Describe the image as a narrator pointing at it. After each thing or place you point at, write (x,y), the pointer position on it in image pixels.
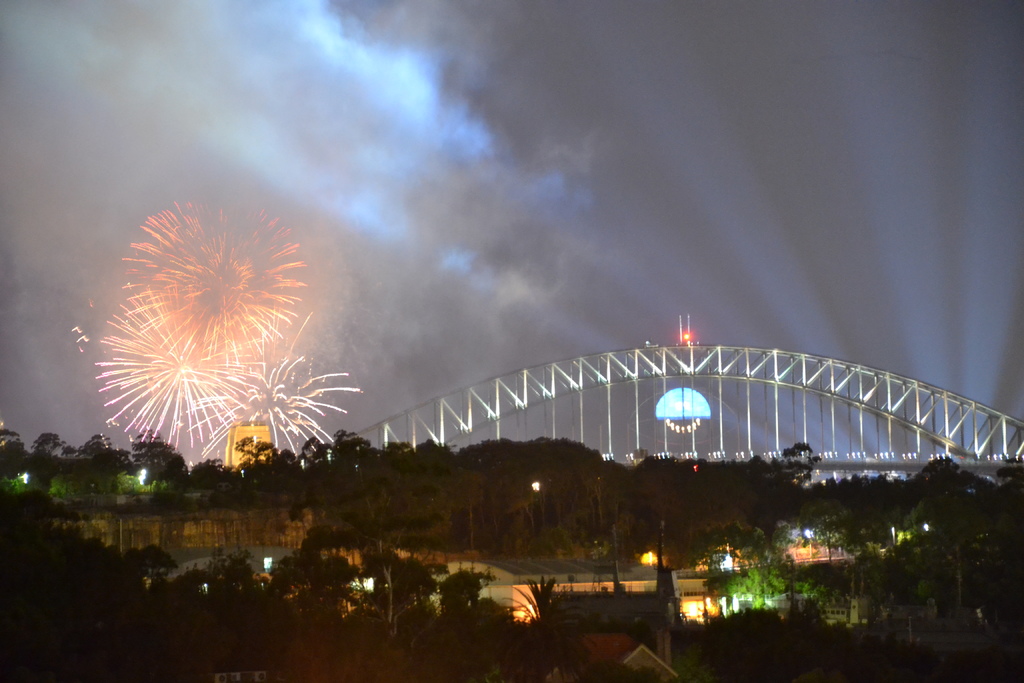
In this image we can see few trees (365,532), lights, a building (532,580) near the trees (499,612), a bridge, light sparkles (241,320) and the sky (530,173).
